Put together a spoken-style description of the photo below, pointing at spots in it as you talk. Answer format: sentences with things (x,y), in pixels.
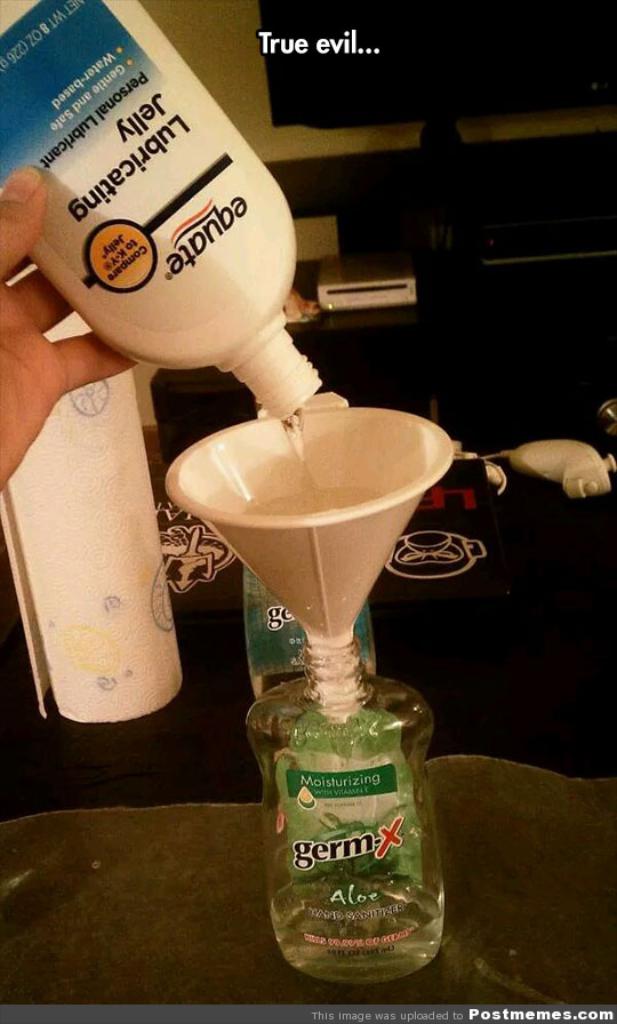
On a table (474,988) there is a bottle (360,878) and a person (52,347) is pouring some liquid (335,504) in a small funnel (311,525) into the bottle (356,864). In the background (454,52) there is a TV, table (377,322).
